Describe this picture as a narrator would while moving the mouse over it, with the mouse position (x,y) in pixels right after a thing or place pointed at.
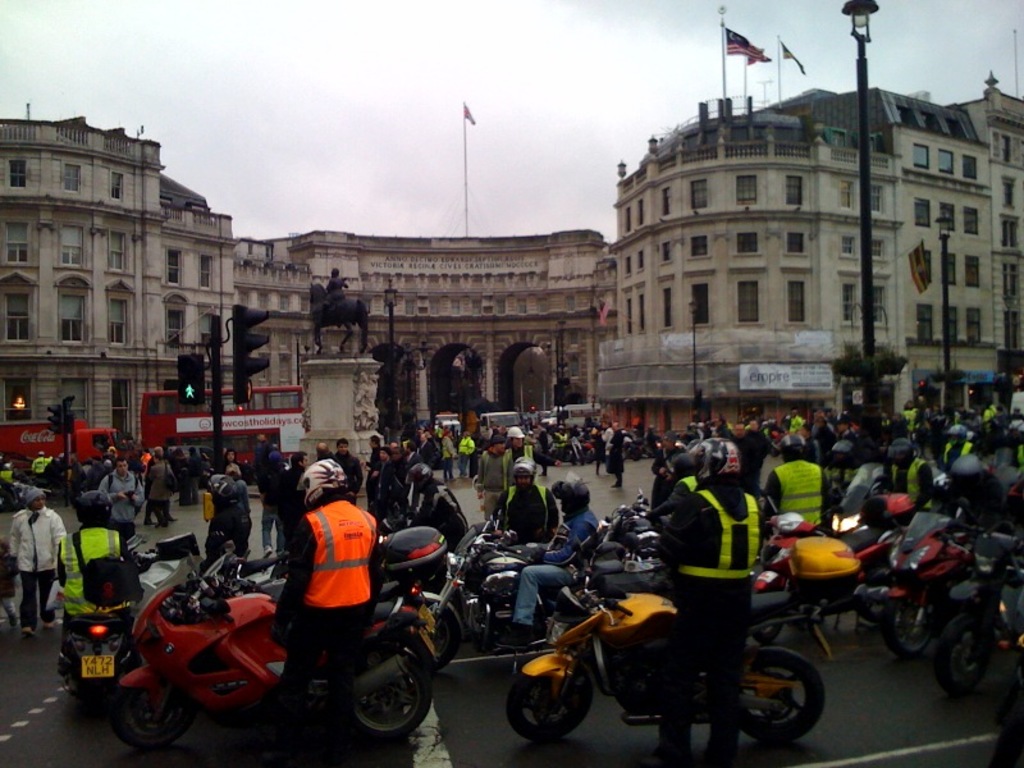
In this image, there are groups of people (198,481) standing and a group of people (694,460) sitting on the motorbikes (646,576). I can see the vehicles (280,417) on the road (504,664). There are traffic lights (215,407), light poles (867,242), a statue (359,349) on a pillar (352,385) and I can see the flags (729,34) hanging to the poles (723,54), which are on top of the buildings (303,285). In the background (307,147), there is the sky (282,118).
